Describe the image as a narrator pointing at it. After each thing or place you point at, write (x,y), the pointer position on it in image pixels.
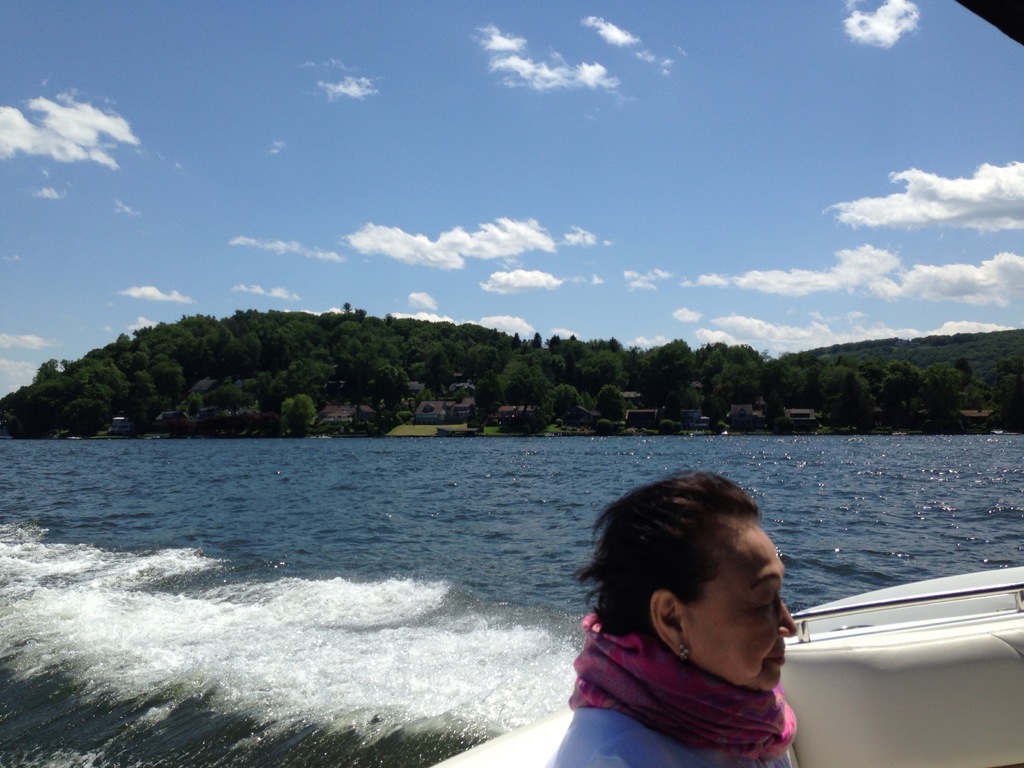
In this picture we can see a woman (677,666) on a boat (843,729) and this boat (859,729) is on water (314,520) and in the background (431,339) we can see trees (715,382), sky (582,170) with clouds (710,331).
